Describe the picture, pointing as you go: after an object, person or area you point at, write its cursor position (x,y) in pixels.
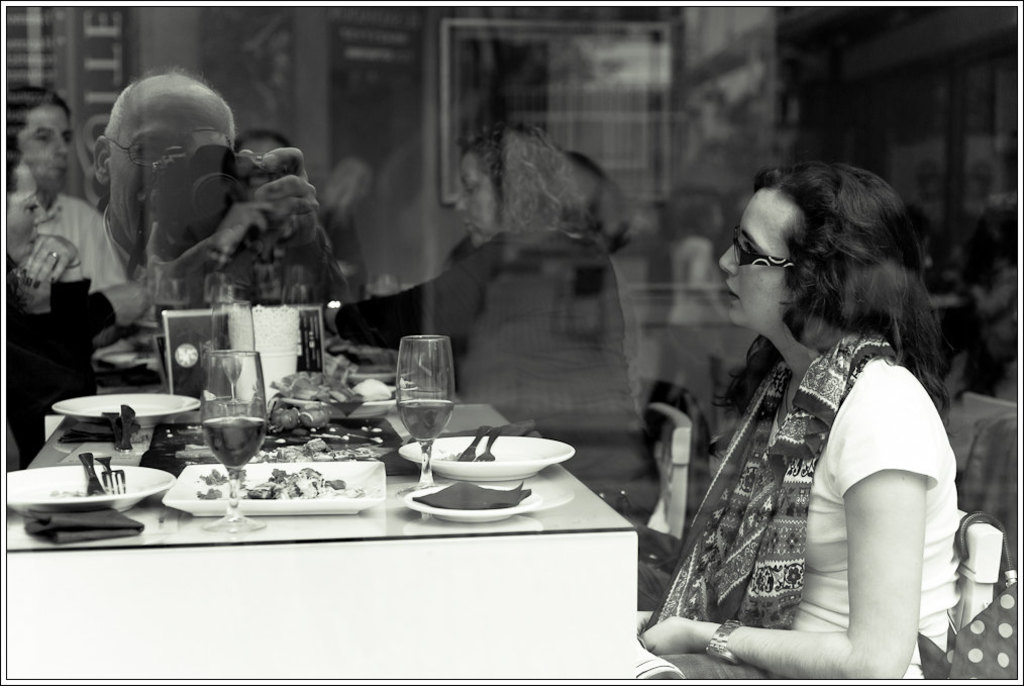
In this picture we can see woman (862,390) sitting on chair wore scarf (724,465), goggle (787,256) and in front of her we can see table (553,495) and on table (301,586) we have plates (122,497), fork (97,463), knife (87,479), glass (256,434) with drink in it, kerchief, some food (359,388) and from glass (336,166) some persons (499,202) sitting and here person (181,139) taking picture with camera (182,209).
